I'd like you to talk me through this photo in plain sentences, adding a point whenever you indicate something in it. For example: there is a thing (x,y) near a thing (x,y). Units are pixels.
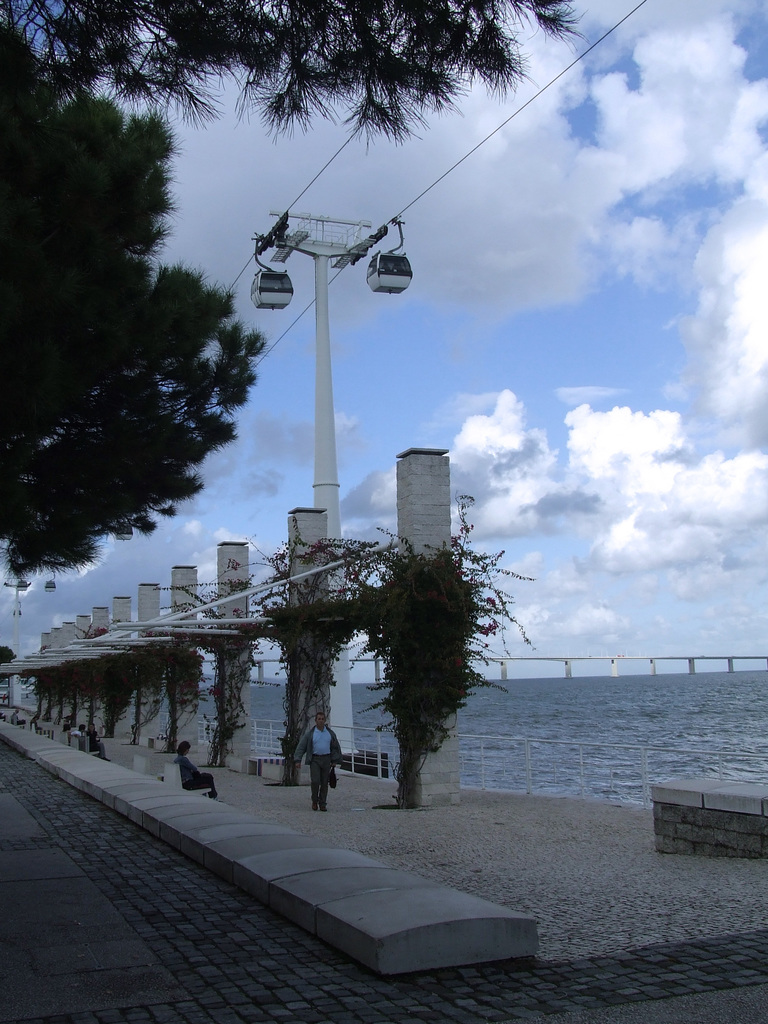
In this image we can see few trees (394,115) and we can see creepers (391,582) on the pillars (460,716) and there are few people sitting on the benches (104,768) and there is a person (322,787) walking. We can see the water (735,722) and there is a bridge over the water (508,680) and we can see few cable cars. At the top (700,176) we can see the sky (331,157) with clouds (707,17).
